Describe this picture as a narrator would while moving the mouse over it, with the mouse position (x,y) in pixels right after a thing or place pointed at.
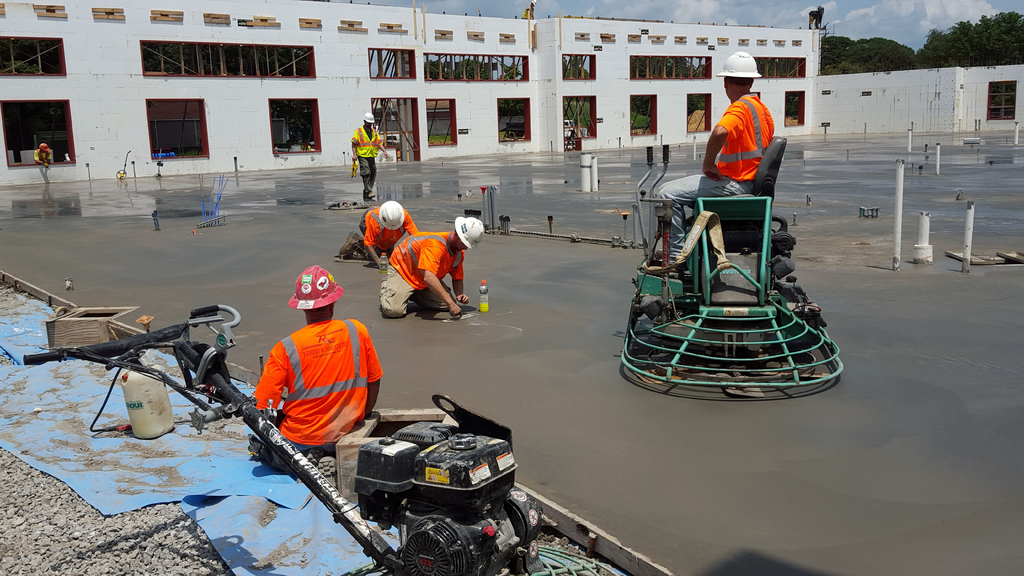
In this picture I can see few (313,367) are working on the floor (303,197) and I can see couple of bottles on the floor (253,247) and I can see a man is walking holding a bottle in his hand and I can see another man (755,115) sitting on a machine (700,262) and I can see trees (879,53) and the picture looks like a under construction building (407,158) and I can see blue cloudy sky (706,16).
